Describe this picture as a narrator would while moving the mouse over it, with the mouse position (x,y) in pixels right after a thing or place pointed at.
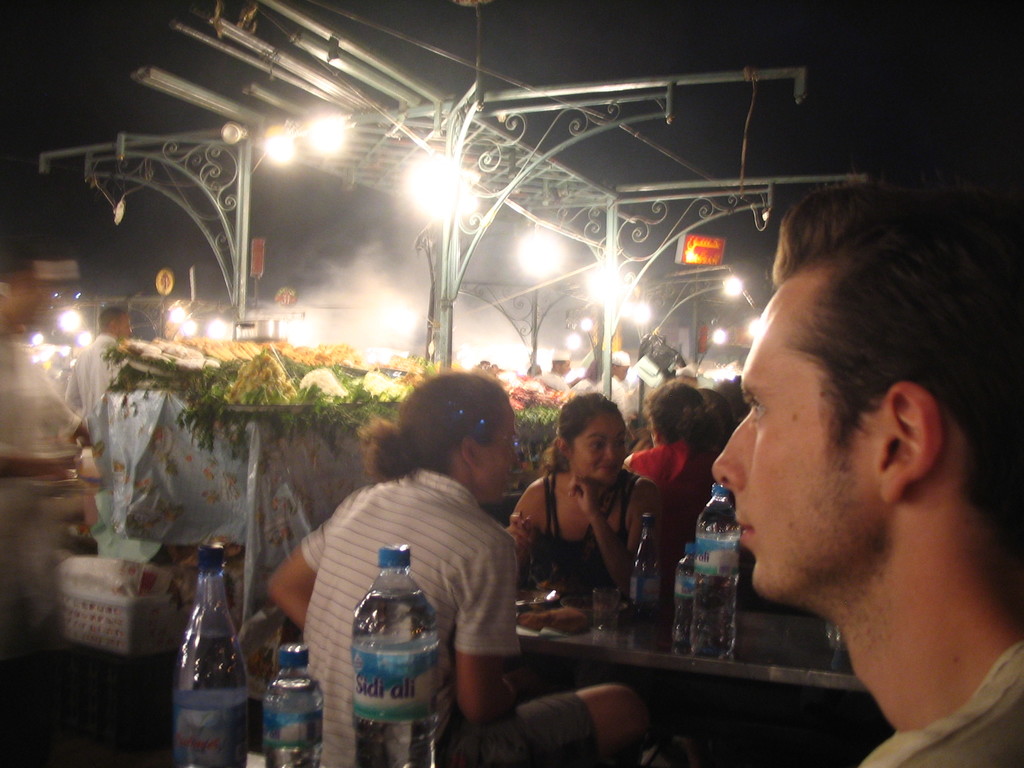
In this picture to the right side (858,499) there is a man (888,616) sitting. In front of him there are three water bottles (375,689). Beside him there are two ladies (531,508) sitting and talking. In between them there is a table (744,657) with glass (615,615) and three water bottles (649,597) on it. And at the back of them there is a lady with red dress (666,566) is sitting. On the top (433,193) there are lights (546,263). And on the tables (302,359) there are vegetables (300,377) to the left side (256,377). And there are some people (571,363) standing at the back side (561,373).
